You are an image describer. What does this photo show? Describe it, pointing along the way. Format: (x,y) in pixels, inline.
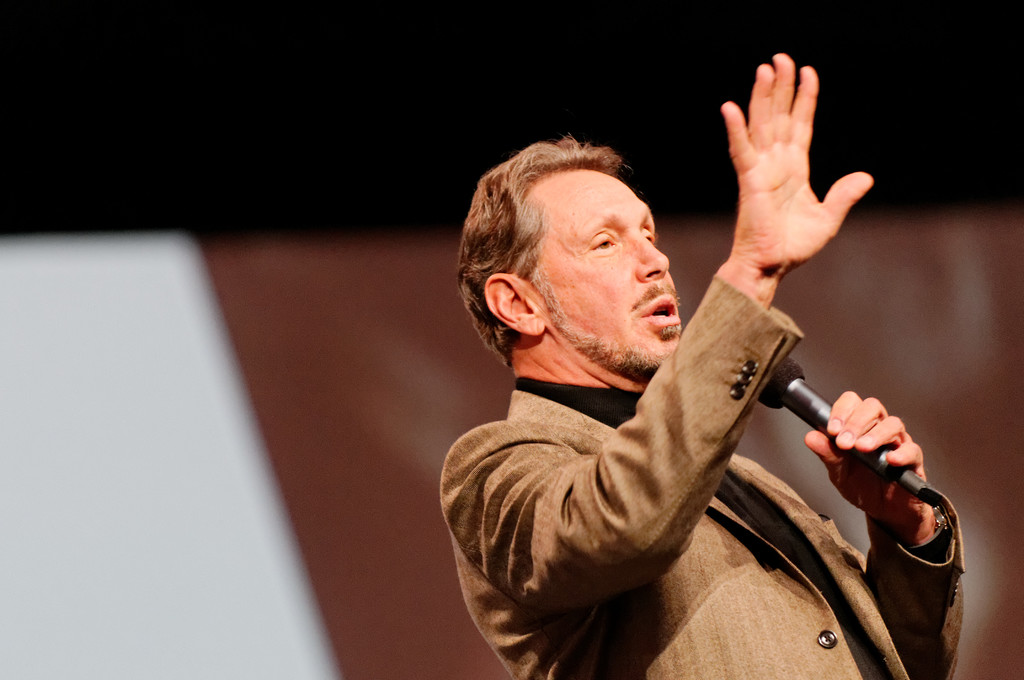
man (644,519) standing, holding mike (814,399), wearing watch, in the background (375,457) there is brown color sheet (382,446) in the left (139,480) there is white color sheet (183,509).
